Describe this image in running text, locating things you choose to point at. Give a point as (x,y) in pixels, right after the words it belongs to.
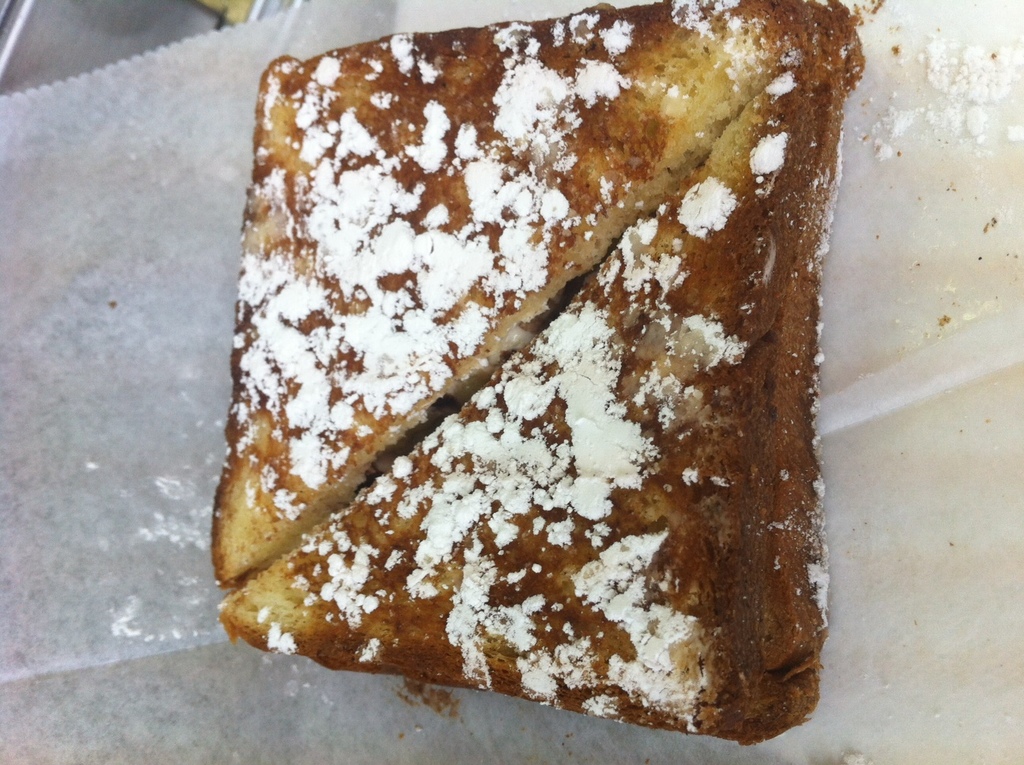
In this image I can see food (263,304) which is in brown and white color on some white color surface (78,444).
